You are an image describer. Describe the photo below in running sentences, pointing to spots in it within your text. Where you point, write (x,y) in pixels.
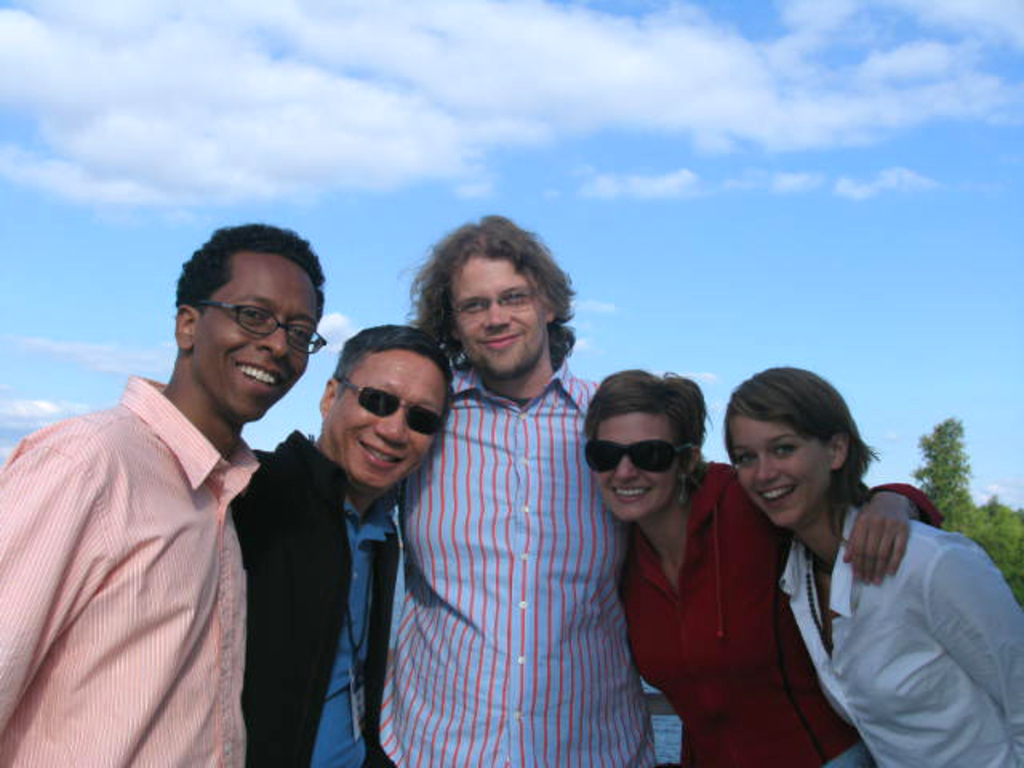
In this image I can see few persons (481,584) are standing and smiling. I can see few of them are wearing spectacles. In the background (965,526) I can see few trees (1012,550) which are green in color and the sky (858,318).
